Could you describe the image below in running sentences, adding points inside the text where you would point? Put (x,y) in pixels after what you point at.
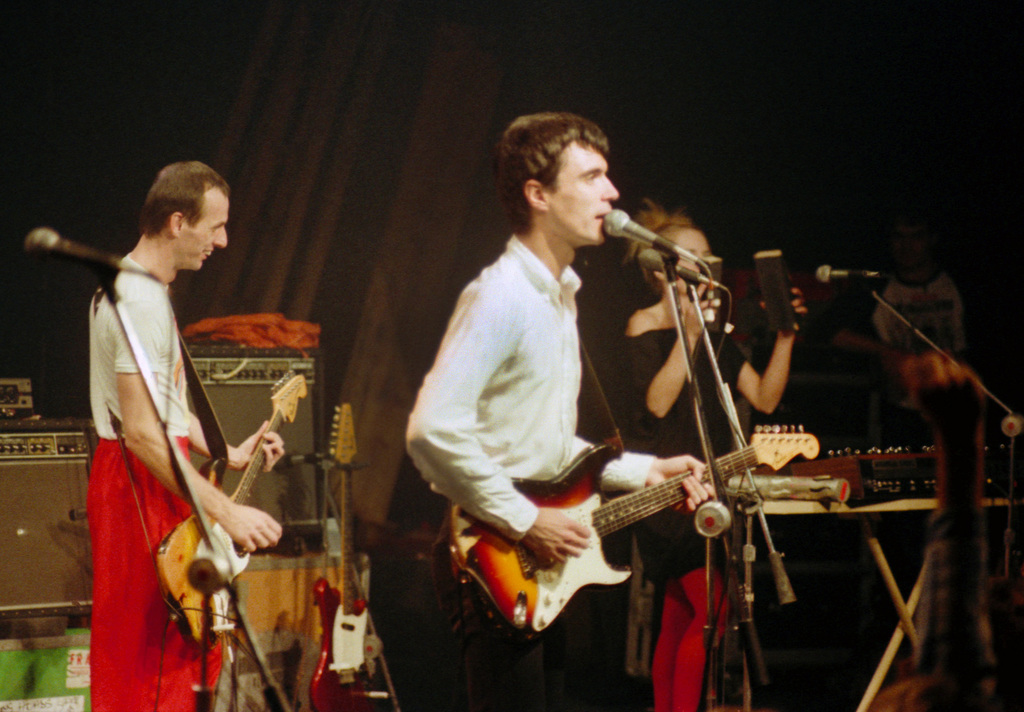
In this image there are group of persons (492,389) who are playing musical instruments (767,440).
